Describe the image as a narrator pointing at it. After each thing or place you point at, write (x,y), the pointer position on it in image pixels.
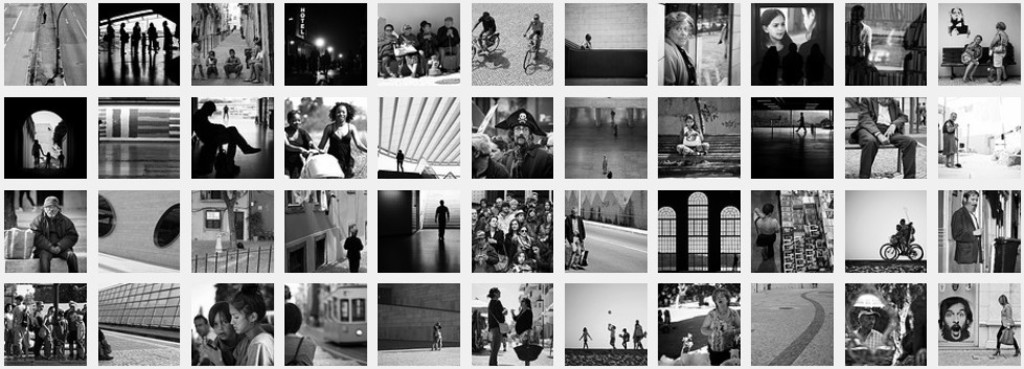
This is a collage of different images in which we can see a group of people (545,237).
